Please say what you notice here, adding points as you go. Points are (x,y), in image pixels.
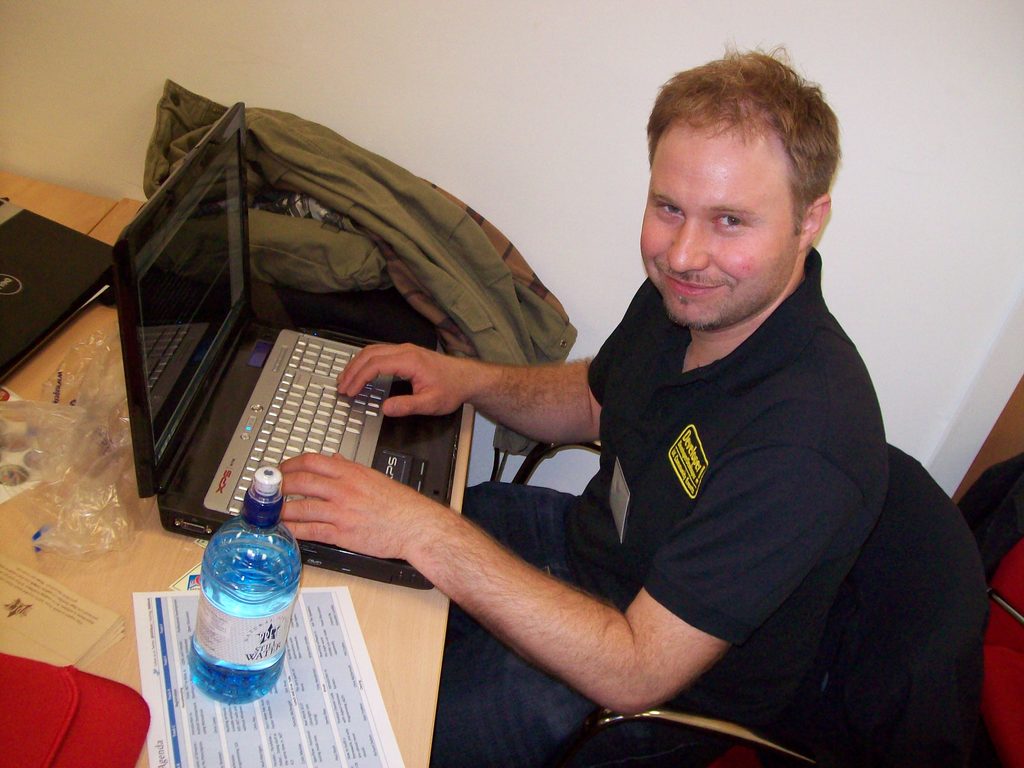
To the right side (751,493) there is a man (741,508) with black shirt (738,515) is sitting on the chair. He is smiling. In front of him there is a table (417,649) with bottle (269,645), paper (294,688) and a laptop (159,307). On to the top of the table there is a jacket (418,227) and another laptop (48,286).
